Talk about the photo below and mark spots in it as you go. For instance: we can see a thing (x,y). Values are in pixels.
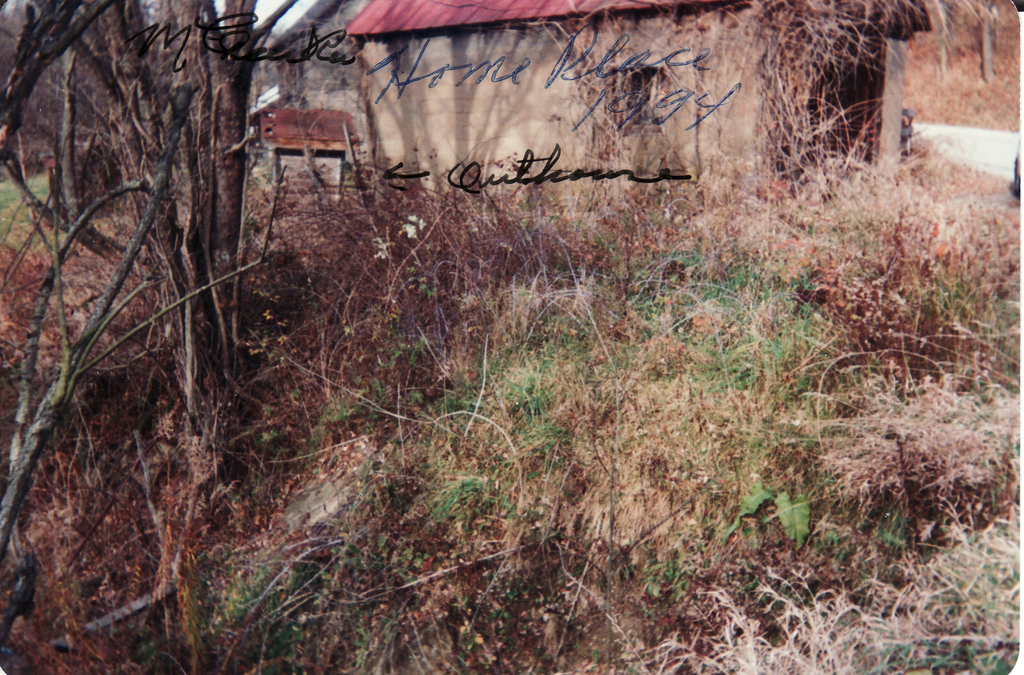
In this picture I can see the trees (187,6) on the left side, in the middle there are houses (571,146) and the text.
